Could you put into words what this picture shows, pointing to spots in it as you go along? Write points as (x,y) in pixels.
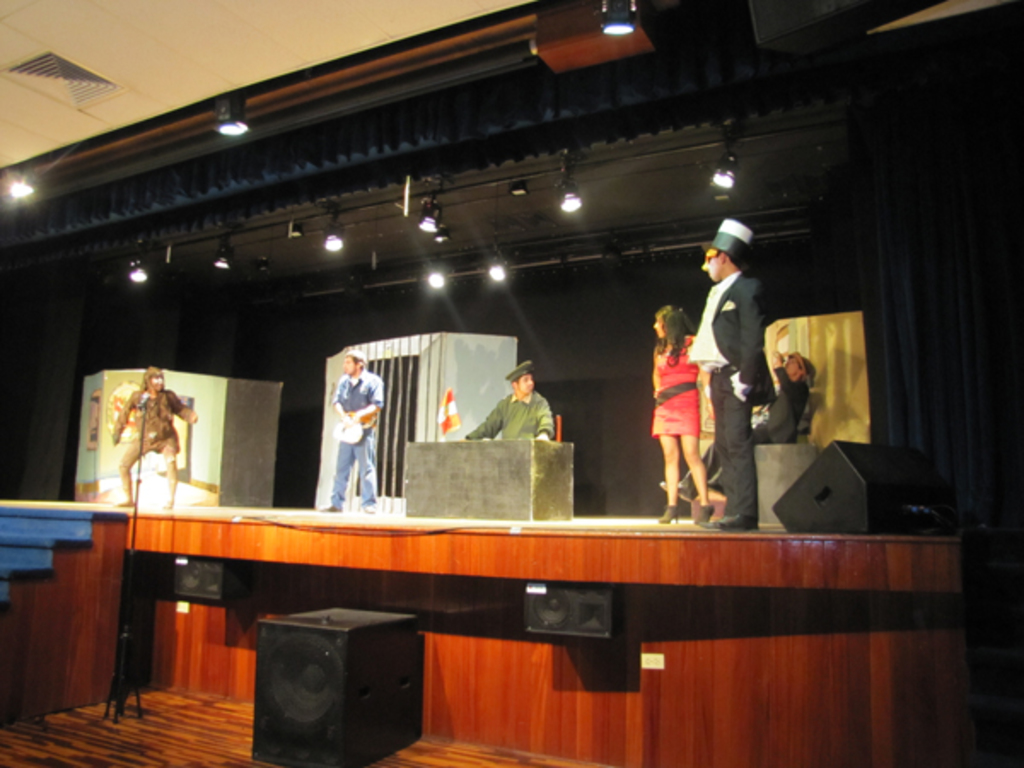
In this image, we can see few people (702,485) are performing on the stage (616,544). Here we can see few objects (929,484), boxes (523,502), curtains (653,443). At the bottom (543,745), we can see wooden surface (246,720), speakers (336,679), stand (127,641) and stairs (53,536). Top of the image (598,234), we can see the ceiling (293,24), lights (233,121) and rods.
